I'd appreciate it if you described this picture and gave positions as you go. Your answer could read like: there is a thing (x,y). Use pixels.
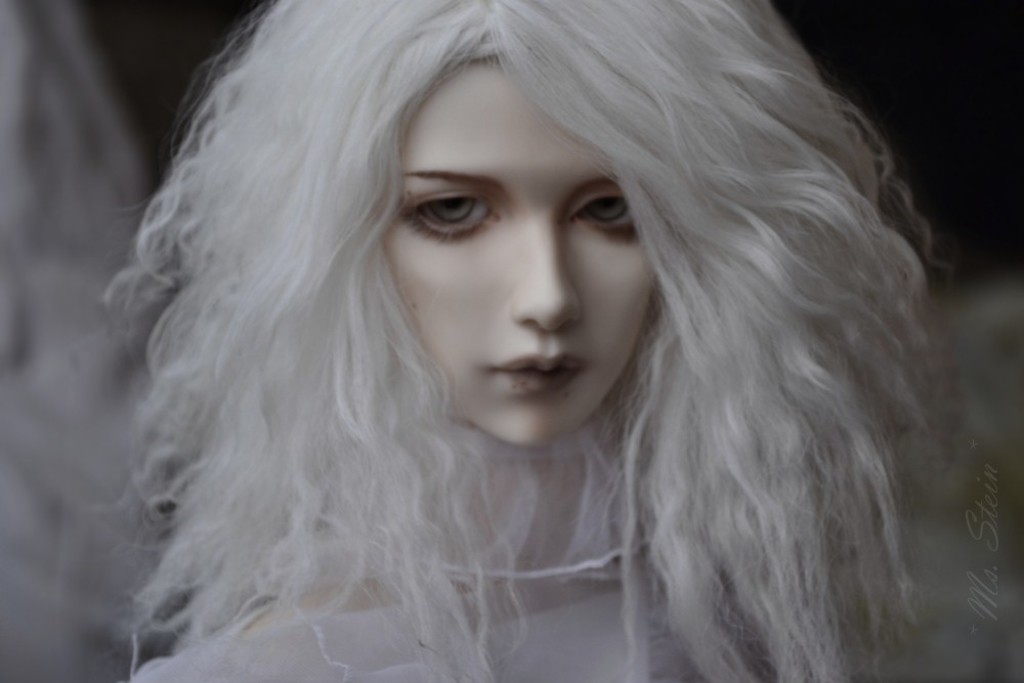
In this picture, we can see a doll (820,270) and the background (98,544) is blurred.
